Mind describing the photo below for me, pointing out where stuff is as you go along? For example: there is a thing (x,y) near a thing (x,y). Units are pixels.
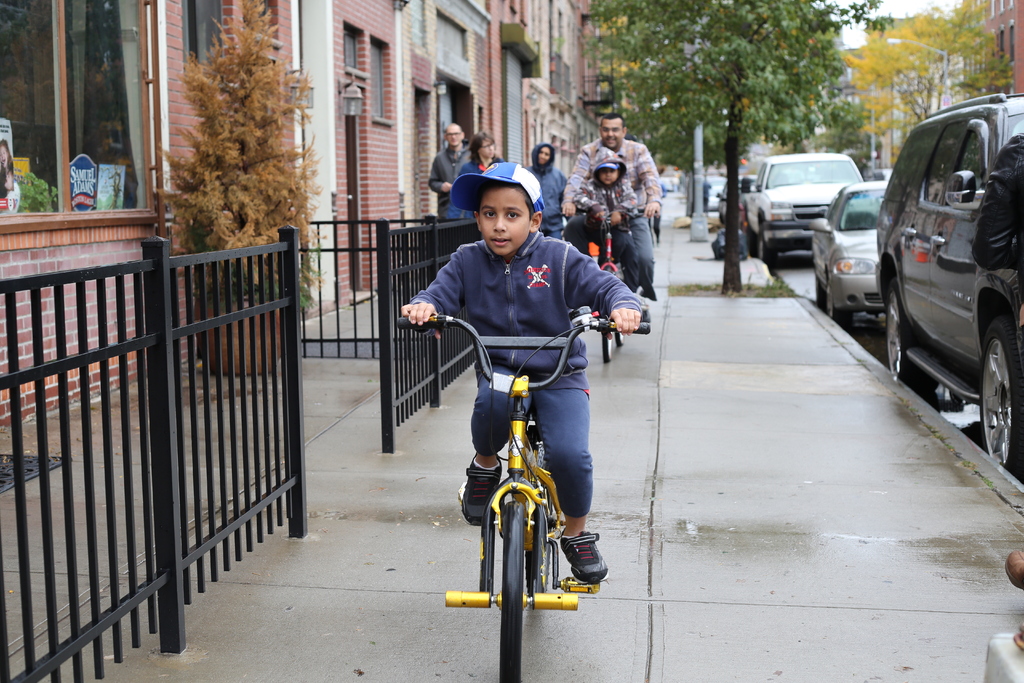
This picture is taken on the streets (684,204) of a city (634,628) on the pavement (790,432). In the center of the picture (555,297) there is a boy (515,279) riding bicycle (509,548), behind the boy (577,298) there is a man (631,151) riding bicycle (613,264). On the right (909,190) there are cars (897,198). On the top right (930,60) there are trees (757,80) and buildings (1000,26). On the left (140,376) there is railing (283,376). On the top left (64,98) there are buildings (312,58) and trees (235,140).
